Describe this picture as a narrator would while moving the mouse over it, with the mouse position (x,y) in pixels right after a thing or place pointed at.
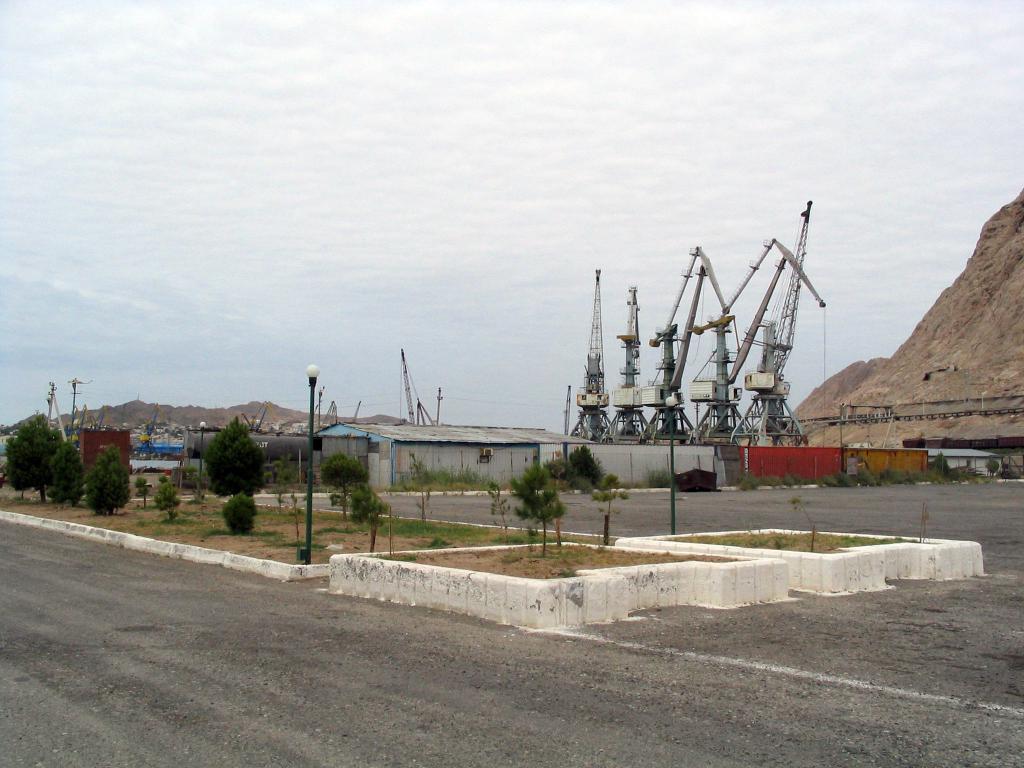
As we can see in the image there are trees (259,487), street lamps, house (327,444), current poles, hill (953,343) and sky (547,119).
